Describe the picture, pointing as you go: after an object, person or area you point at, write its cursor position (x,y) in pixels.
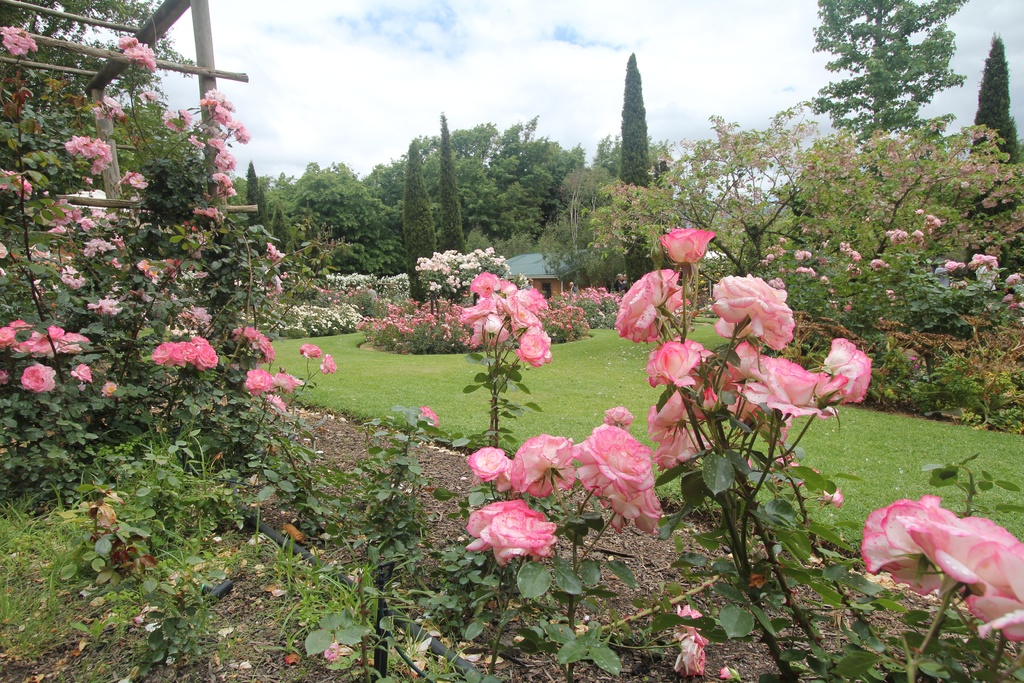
In this image in the front (418,419) there are flowers (544,483) and there are plants (723,420). In the center (628,403) there is grass (536,395) on the ground (461,385). In the background (455,220) there are trees (502,221), flowers (380,285) and the sky (455,130) is cloudy.
